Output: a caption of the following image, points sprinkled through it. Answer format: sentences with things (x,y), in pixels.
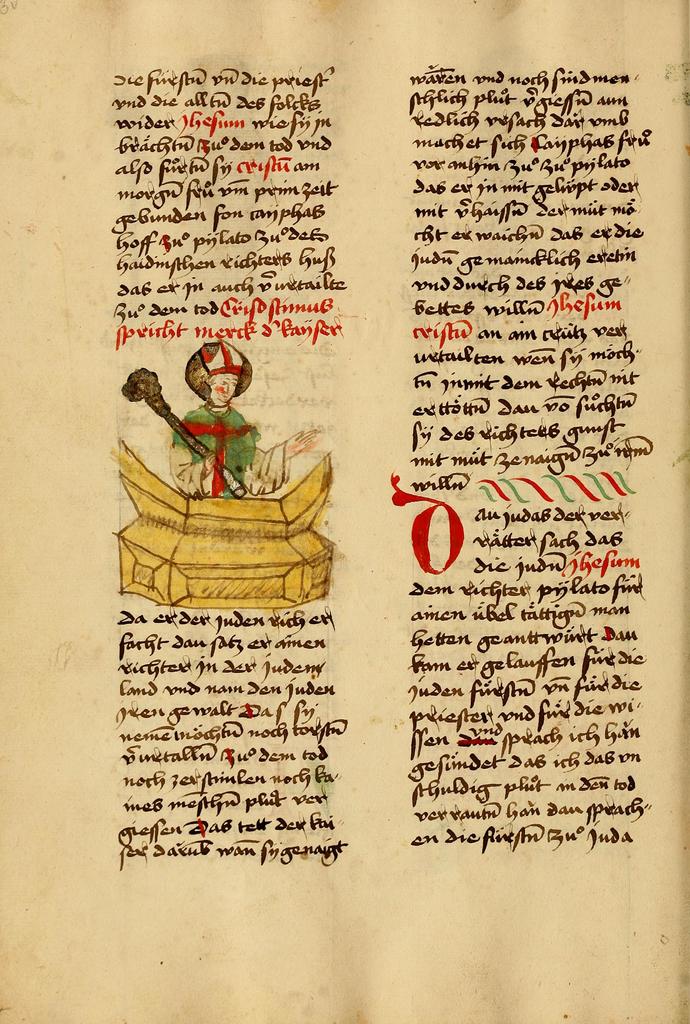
In this image we can see a paper (304,638) and on the paper (328,638) we can see the text (548,742) and also the image (210,379) of a person (201,473) holding an object (154,386).
